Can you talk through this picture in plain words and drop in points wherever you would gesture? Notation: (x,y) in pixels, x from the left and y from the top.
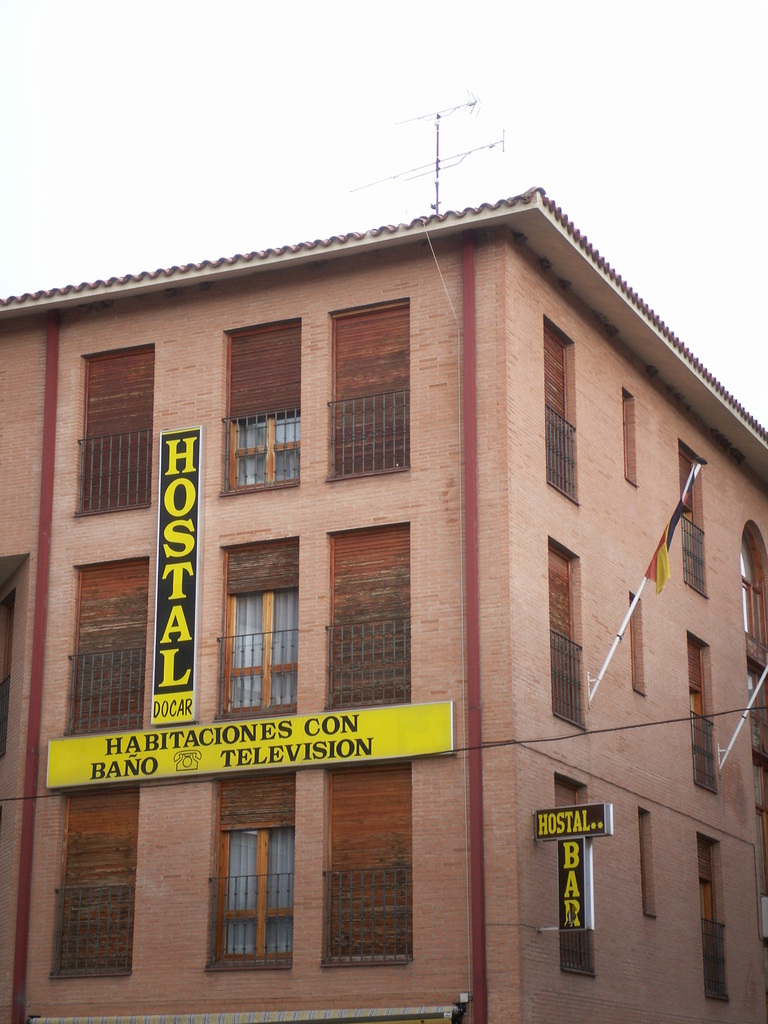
In this picture there is a building (455,592) which has hostal docar and something written on it and there is a flag (664,576) attached to the pole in the right corner (659,554).
